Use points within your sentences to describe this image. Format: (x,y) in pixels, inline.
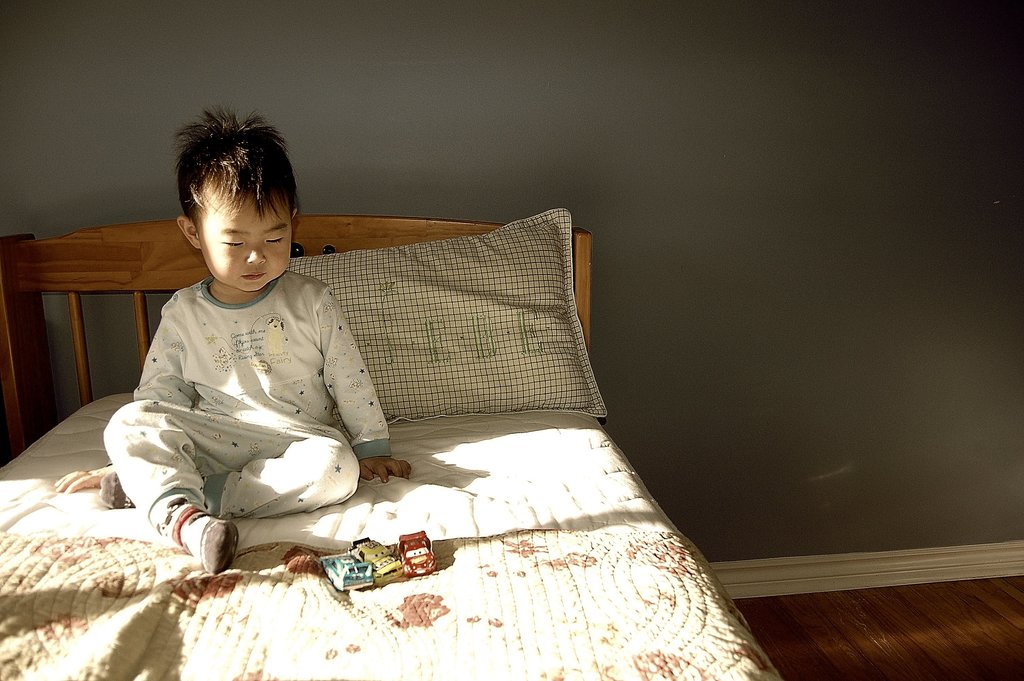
In this image on the left side (219,342) there is one bed (505,458) and on that bed (424,510) there is one baby (221,421) on that bed (407,424) there is one blanket (478,561), mattress (492,509) and pillow (441,363) are there and on the top of the image (414,73) there is one wall (661,78) and some toys (387,557) are there on the bed (319,566).
